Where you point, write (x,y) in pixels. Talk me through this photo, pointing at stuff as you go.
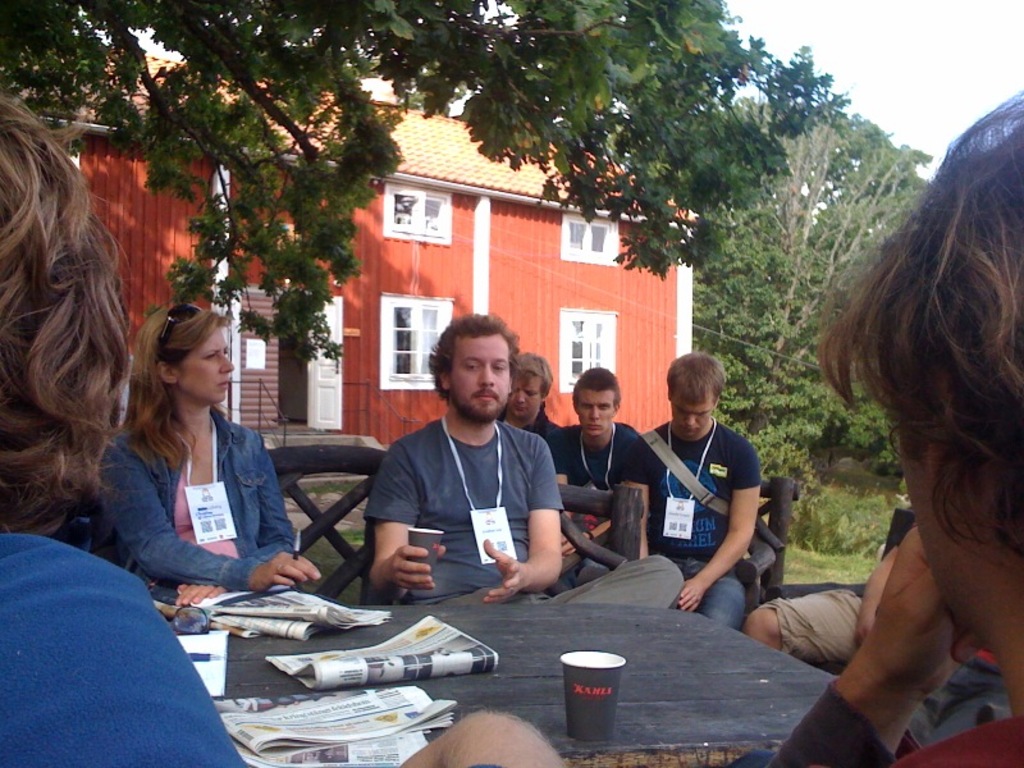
In the image there are a group of people (19,628) sitting around a wooden table (474,703), on the wooden table (322,632) there are news papers (321,654) and a cup (588,685), behind them there is a house (489,268) and around the house (487,283) there are trees (647,177).
